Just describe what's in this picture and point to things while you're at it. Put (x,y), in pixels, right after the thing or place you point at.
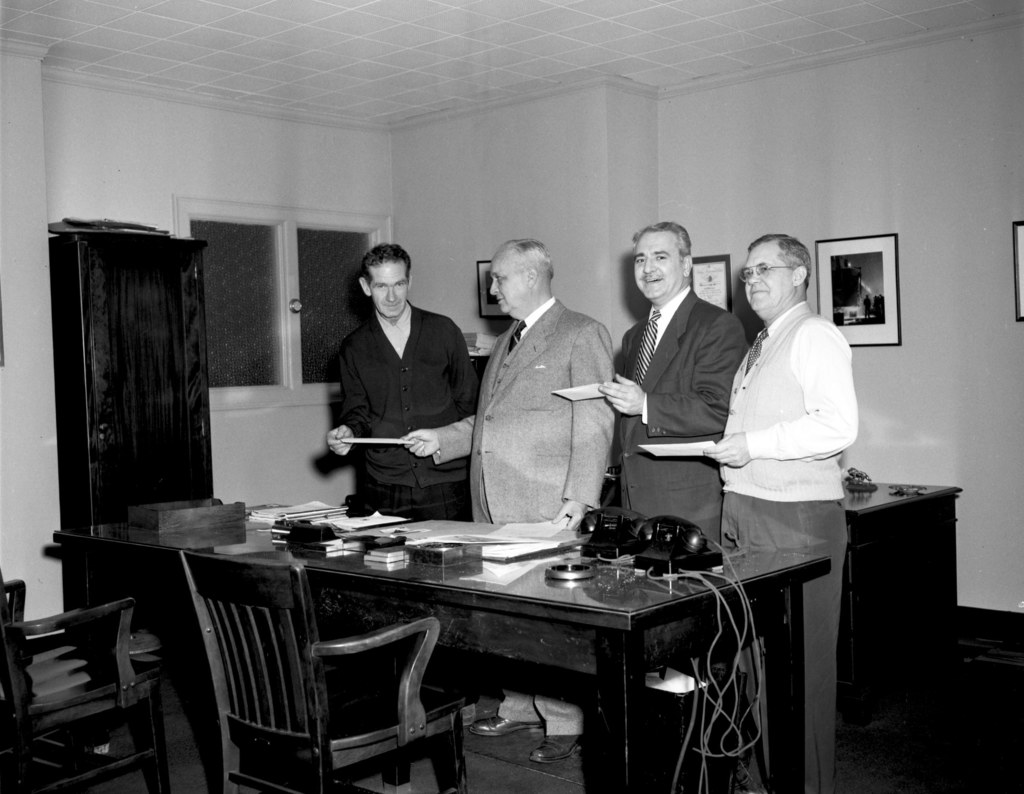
This picture is taken in an office (834,161). There are four persons (395,488) standing behind a table (654,632). To the left (13,708) there are two chairs (1,692). On the table (533,583) there are two telephones (640,559), some papers (515,537), etc. Another table (924,542) is behind them. These two men (816,515) are holding the letters (603,383). This person (493,476) is giving letter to this person (405,417). In the background (590,90) there is a wall (560,205) full of frames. To the left (155,296) there is a cupboard (188,405) and a window (217,266). In the top (335,52) there are ceiling (488,36).
